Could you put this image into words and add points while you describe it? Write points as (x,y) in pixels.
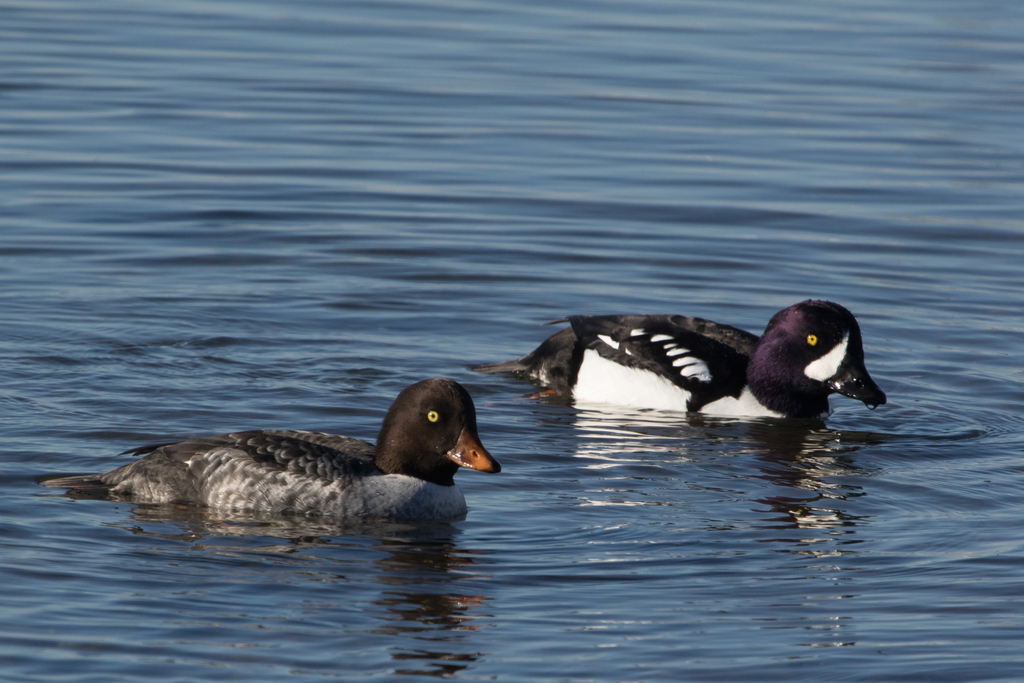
In this image I can see the water (668,507) and on the surface (650,538) of the water (645,553) I can see two birds (377,479) which are white, black, brown and orange in color.
